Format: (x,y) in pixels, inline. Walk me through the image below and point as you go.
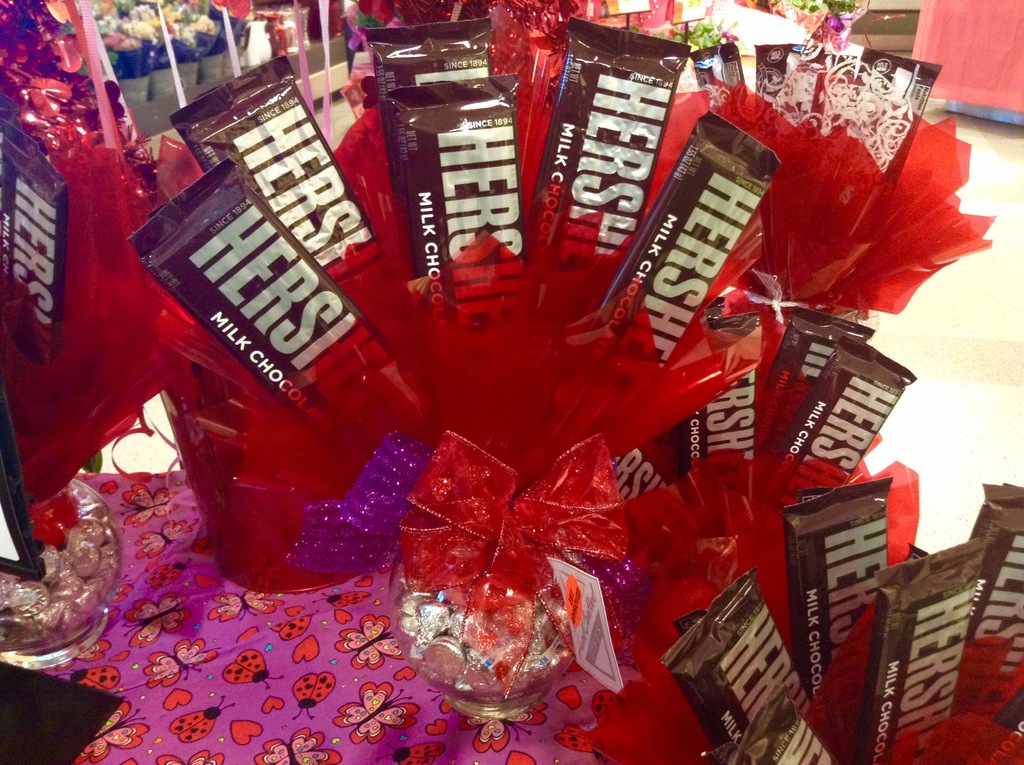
In this image I can see the chocolate bouquets (394,357) and I can see the bouquets (253,447) are in red color. These are on the pink, red and black color sheet (239,669). In the background (178,65) I can see many objects (515,16) which are colorful.
